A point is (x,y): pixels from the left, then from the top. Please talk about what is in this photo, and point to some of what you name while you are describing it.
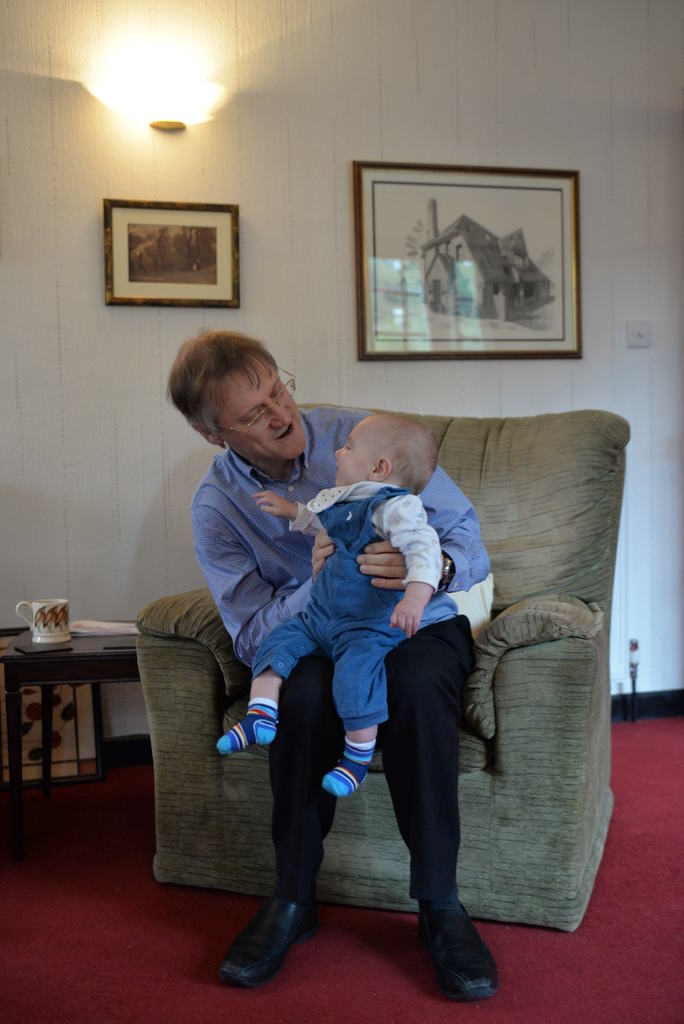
In this image i can see a man (276,571) wearing a blue shirt (242,558) and black pant (317,786) is holding a baby (367,589) in white shirt (428,551) and blue outfit (344,623) sitting on the couch (501,527). In the background (48,604) i can see a table (116,664) on which there is a cup (49,632), the wall (71,455), 2 photo frames (405,226), a lamp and the switch board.
